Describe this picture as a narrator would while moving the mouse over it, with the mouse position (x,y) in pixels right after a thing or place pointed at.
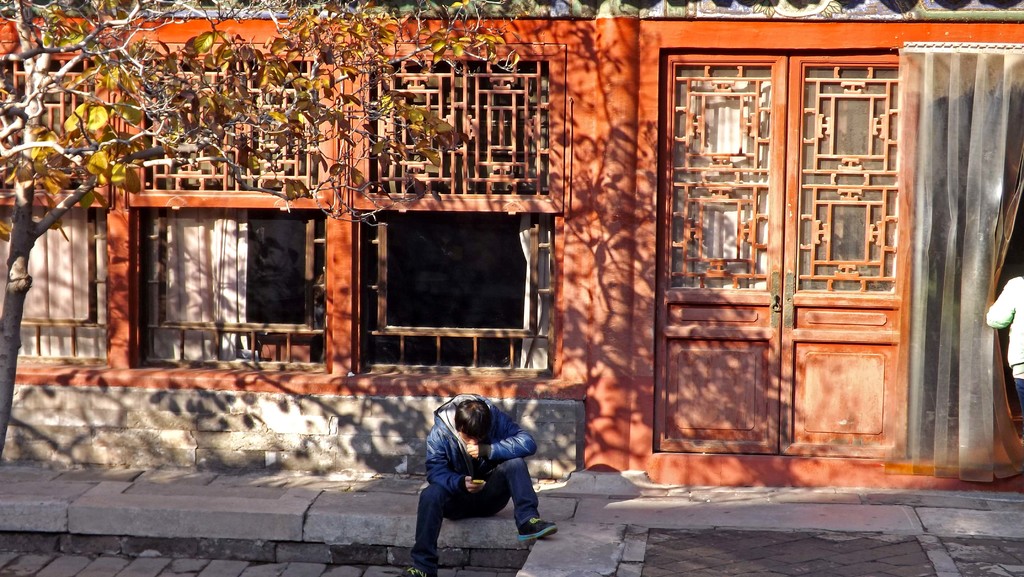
In this image I can see the person (430,548) sitting on the surface (286,531) and wearing the blue color dress (439,474). To the back of the person (461,471) I can see the house (527,329) and the windows (313,245) to it. To the right (1018,347) I can also see another person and the curtain (946,290). To the left (141,106) I can see the tree (302,36).
